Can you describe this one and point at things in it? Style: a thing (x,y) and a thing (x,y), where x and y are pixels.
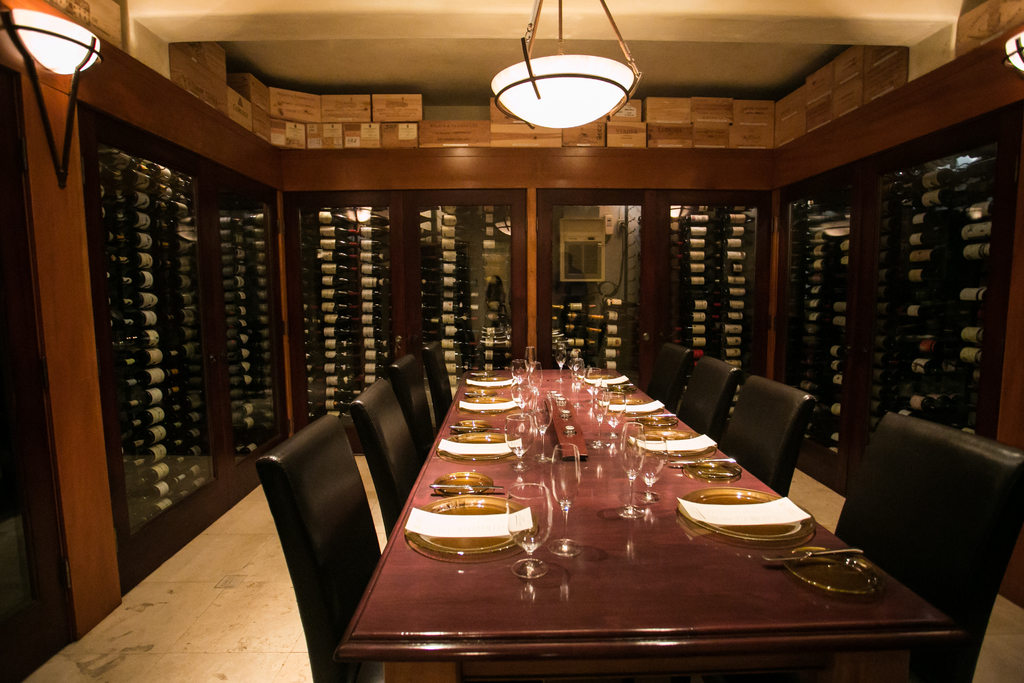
This picture is taken inside the room (890,321). In this image, in the middle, we can see a table (489,600) and chairs (999,562). On the table (662,644), we can see some glasses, plates (696,502), tissues (703,516). On the right side (996,423), we can see a window (961,391). On the left side (182,230), we can also see a window (97,367). In the background (629,265), we can see a window (612,310) and some electronic instrument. At the top (395,93), we can see some boxes (806,99) and roof (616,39) with few lights (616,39).
